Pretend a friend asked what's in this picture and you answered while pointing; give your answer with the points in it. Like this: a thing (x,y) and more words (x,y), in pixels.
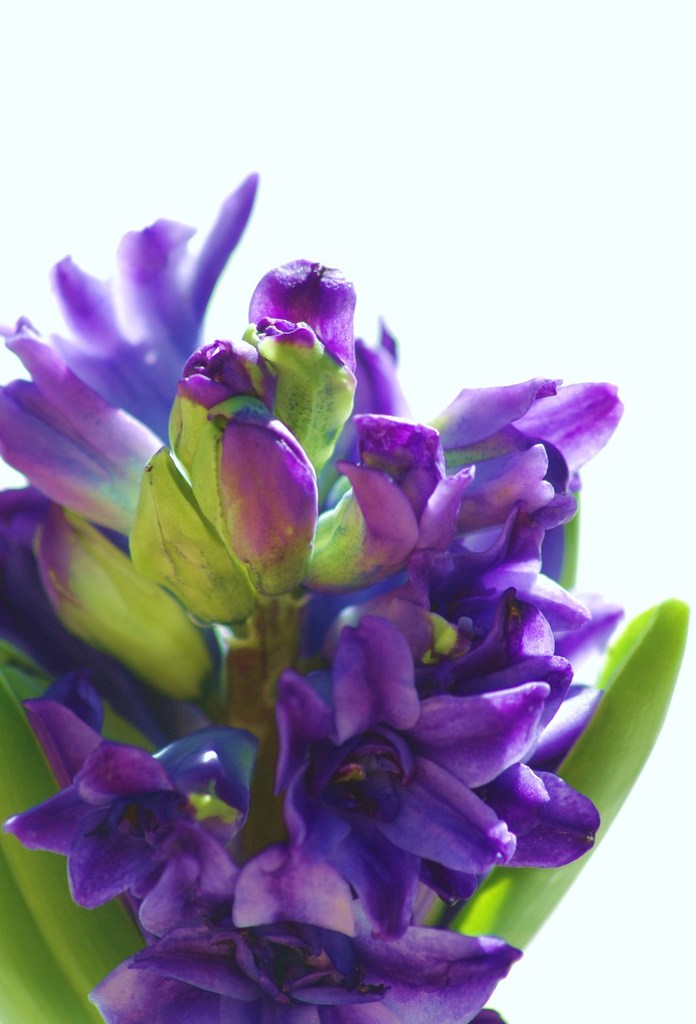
In the image there are purple flowers (347,696) to a plant (199,647) and above its sky (318,130).
